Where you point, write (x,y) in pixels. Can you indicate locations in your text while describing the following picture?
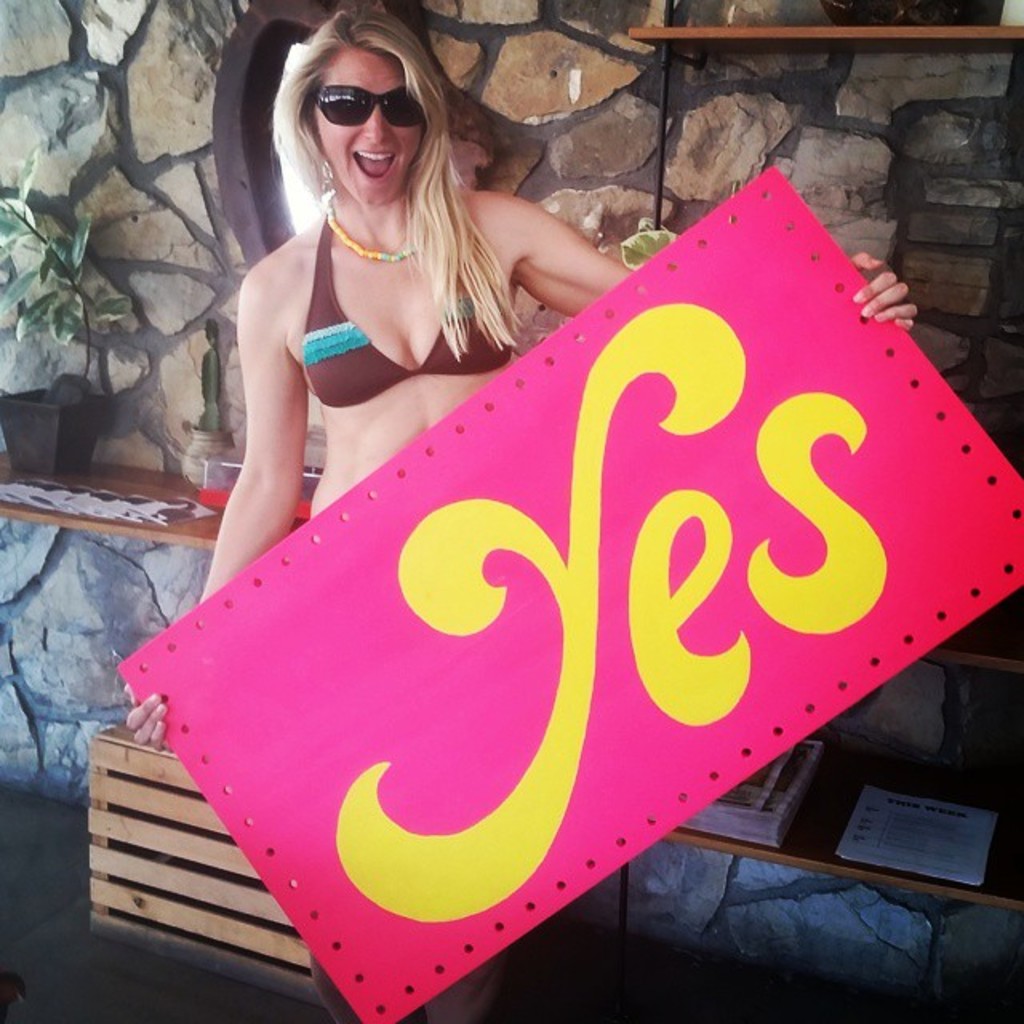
In this image, in the middle (411,398), we can see a woman (394,160) holding a board (526,551) in her hand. In the background (114,482), we can see a stand (121,471), on that stand (117,483), we can see a flower pot (60,419) and plant jars (55,445). On the right side (813,832), we can also see another table (952,886), on that table (1016,871), we can see two books (901,847). In the background (515,178), we can see a wall (33,35).
